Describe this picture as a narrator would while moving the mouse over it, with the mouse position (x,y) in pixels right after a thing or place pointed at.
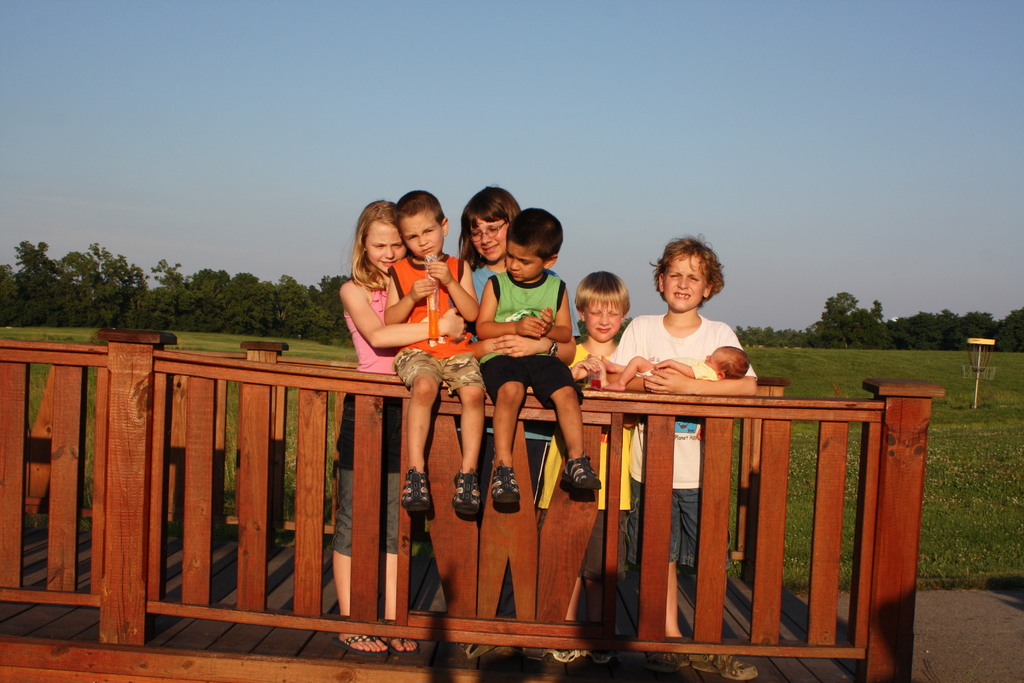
In the picture we can see some people (680,387) are standing on the wooden path (114,644) and making their kids (410,290) to sit on the railing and far away from them we can see the trees (267,290) and the sky (742,188).
